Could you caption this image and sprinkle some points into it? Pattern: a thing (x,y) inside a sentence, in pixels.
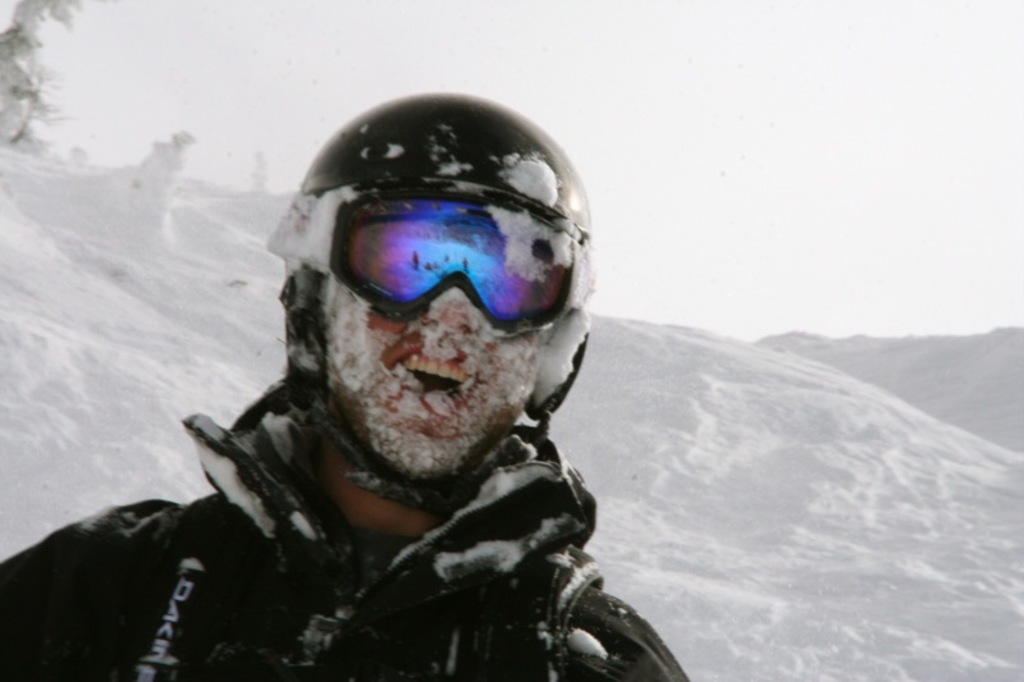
The man (331,539) in front of the picture wearing a black jacket (301,563) and black helmet (373,172) is standing. He is even wearing goggles (416,282) and he might be skiing. In the background (68,285), we see ice (820,458) and at the top of the picture (672,186), we see the sky (627,252).
